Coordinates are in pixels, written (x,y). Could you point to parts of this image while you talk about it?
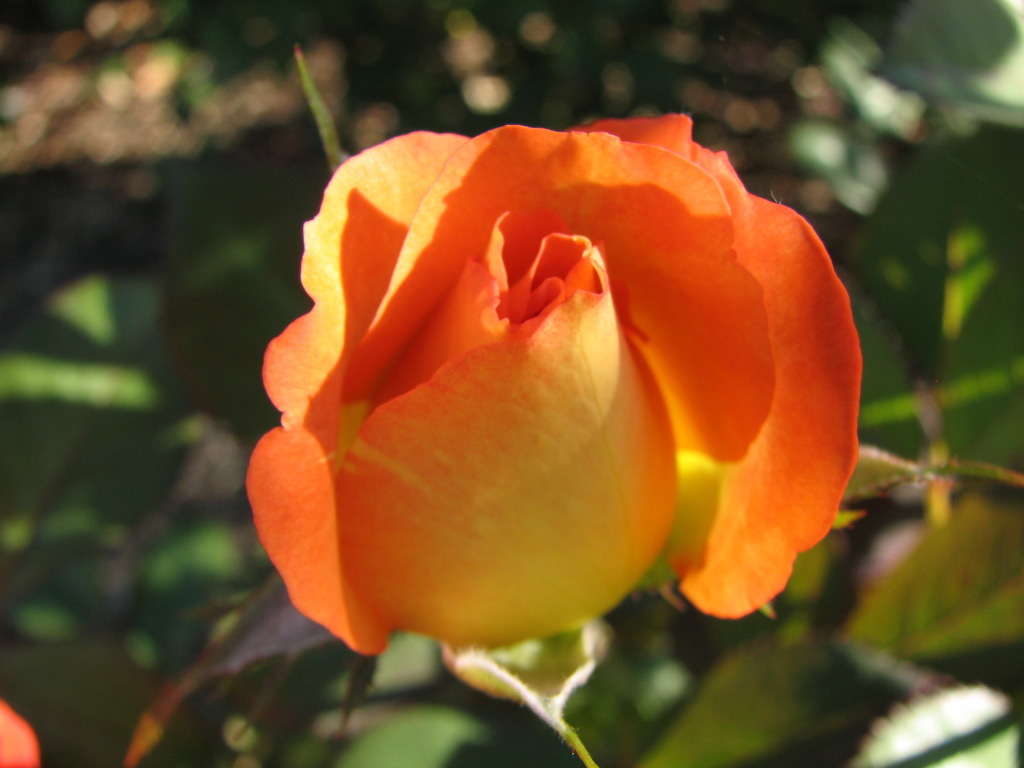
In this image I see a flower (496,306) which is of orange and yellow in color and it is totally blurred in the background (1003,664) and I see the leaves (877,379).
